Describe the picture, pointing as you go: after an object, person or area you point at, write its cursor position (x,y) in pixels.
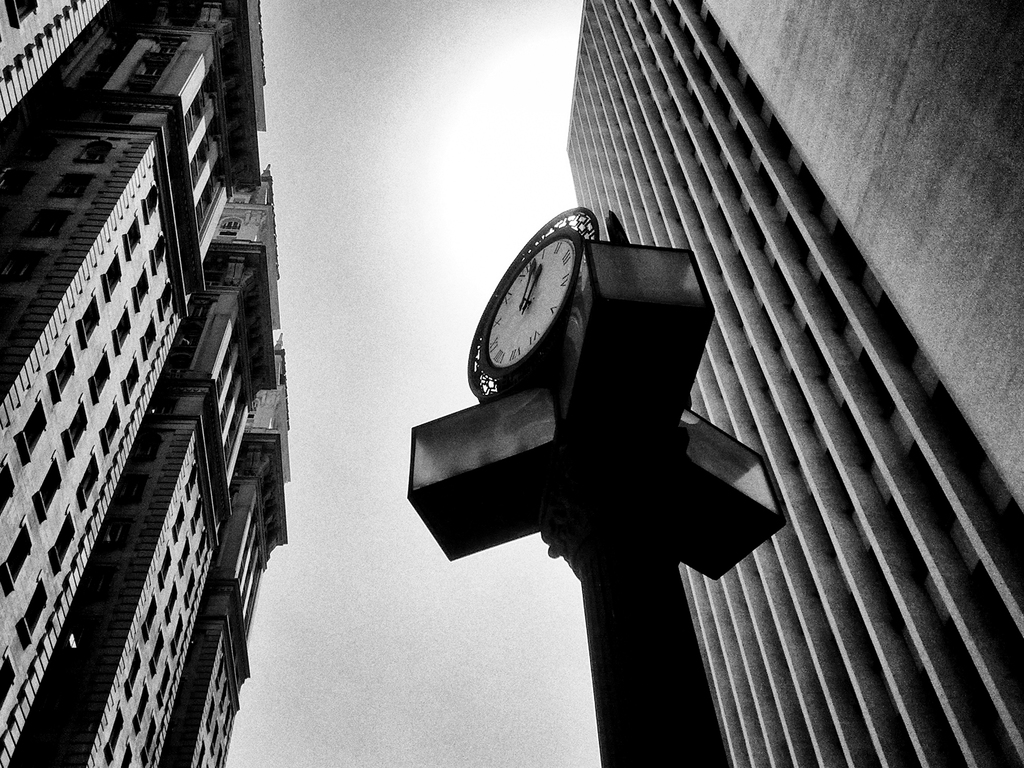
In this black and white image there are buildings (89,187). In the center (582,495) there is a pole (650,544). There is a clock (533,267) to the pole (657,663). At the top (398,115) there is the sky (333,596).
